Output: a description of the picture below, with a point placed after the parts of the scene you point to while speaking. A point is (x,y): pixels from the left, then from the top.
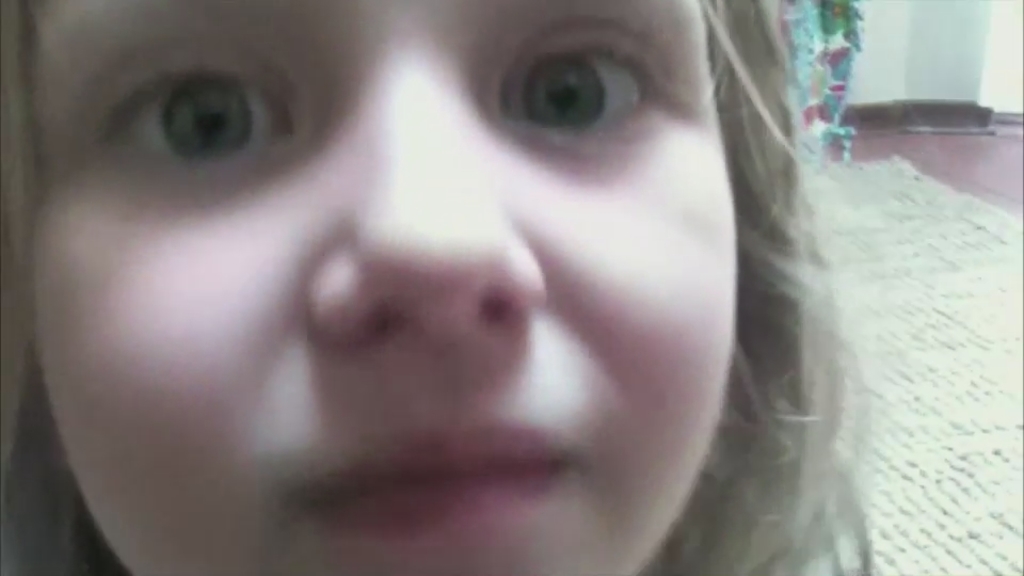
In the center of the image (553,311) we can see a girls face (260,348). In the background (927,221) there is a carpet (903,231) and wall (902,77).
